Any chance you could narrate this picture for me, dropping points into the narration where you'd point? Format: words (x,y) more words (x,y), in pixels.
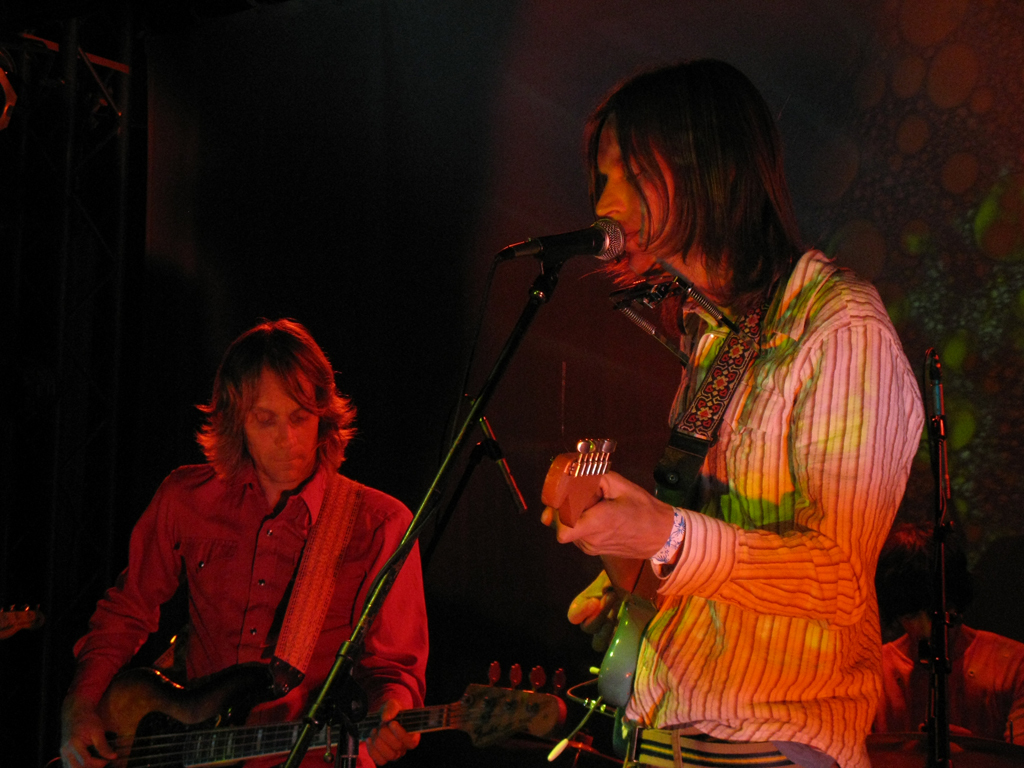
At the right (896,369) a man (781,755) is playing the guitar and also singing in the microphone (617,248). He wears a shirt (822,477) in the left (262,534) there is another man (256,518) who is standing and playing a guitar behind them there is a wall (432,207).
